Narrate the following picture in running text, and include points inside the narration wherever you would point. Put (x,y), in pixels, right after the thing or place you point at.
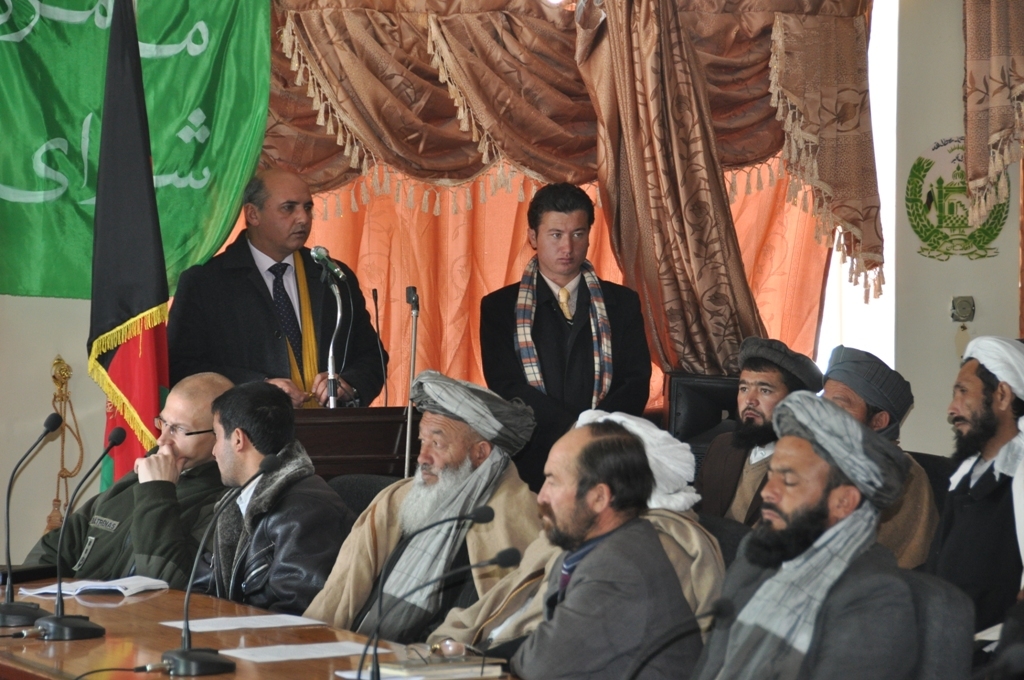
In the picture it looks like some meeting, there are a group of people (268,507) sitting on the chairs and behind them there are two men (521,309) standing and among them one person (314,349) is speaking through the mike (329,344) and behind the two people (346,334) there are curtains (408,93) and there is a flag (152,294) on the left side (154,362).
